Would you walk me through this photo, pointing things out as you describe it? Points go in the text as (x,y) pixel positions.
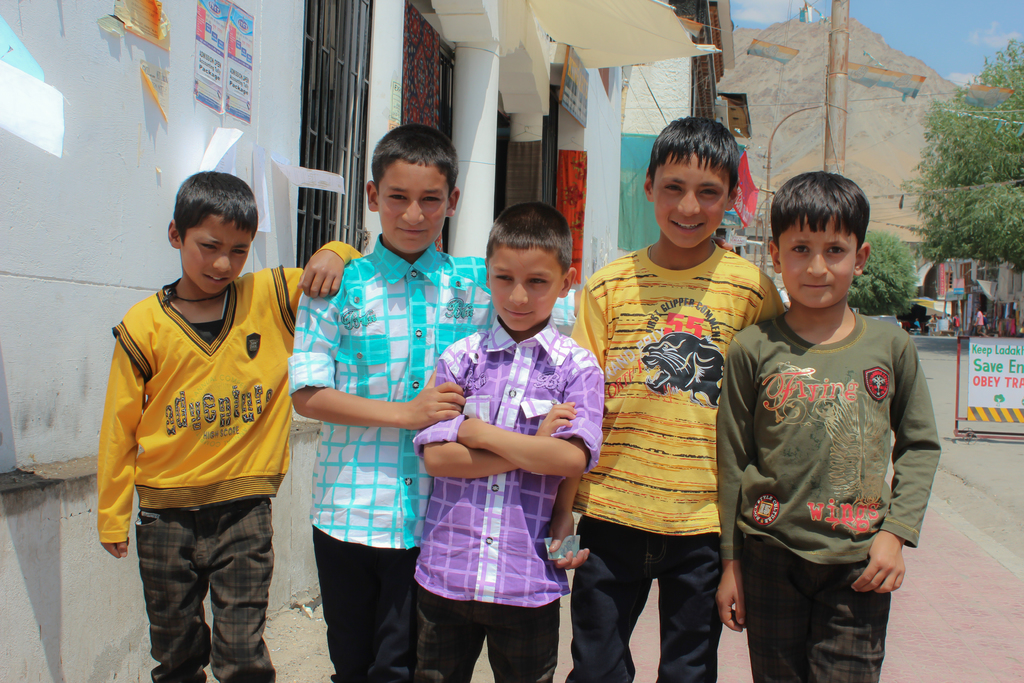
In this image I can see a group of boys (473,343) are standing and also smiling. On the left side (318,150) it looks like a building (616,95), on the right side (925,178) there are trees (951,185). At the top (894,9) it is the sky (959,12).
